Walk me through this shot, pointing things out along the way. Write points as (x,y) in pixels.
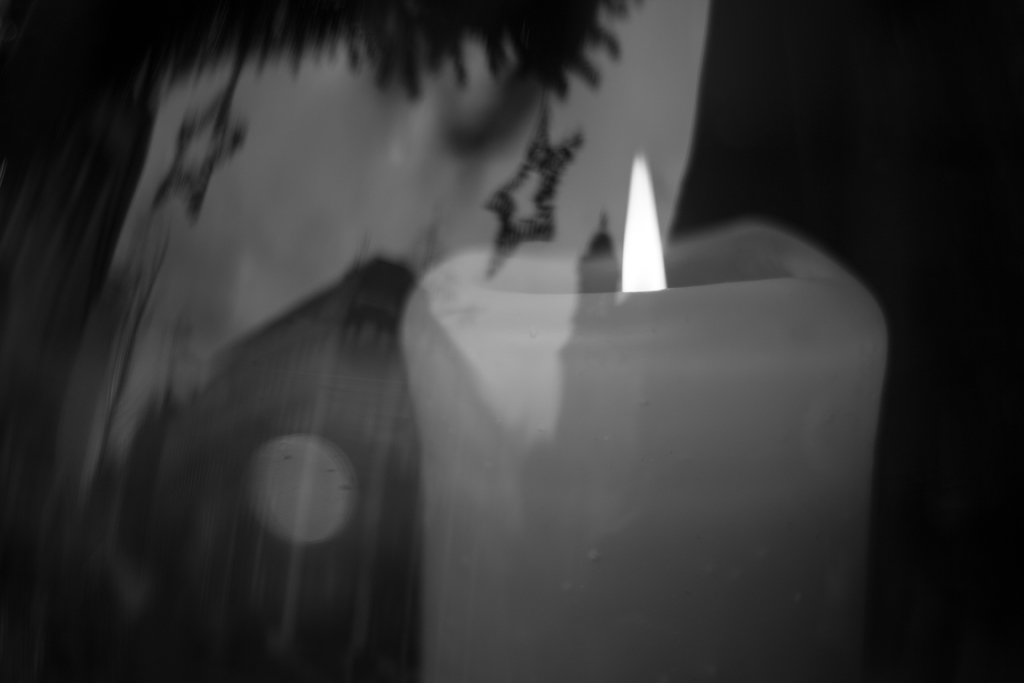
In this picture we can see a candle (634,443) and an object (332,365) and in the background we can see it is dark.
